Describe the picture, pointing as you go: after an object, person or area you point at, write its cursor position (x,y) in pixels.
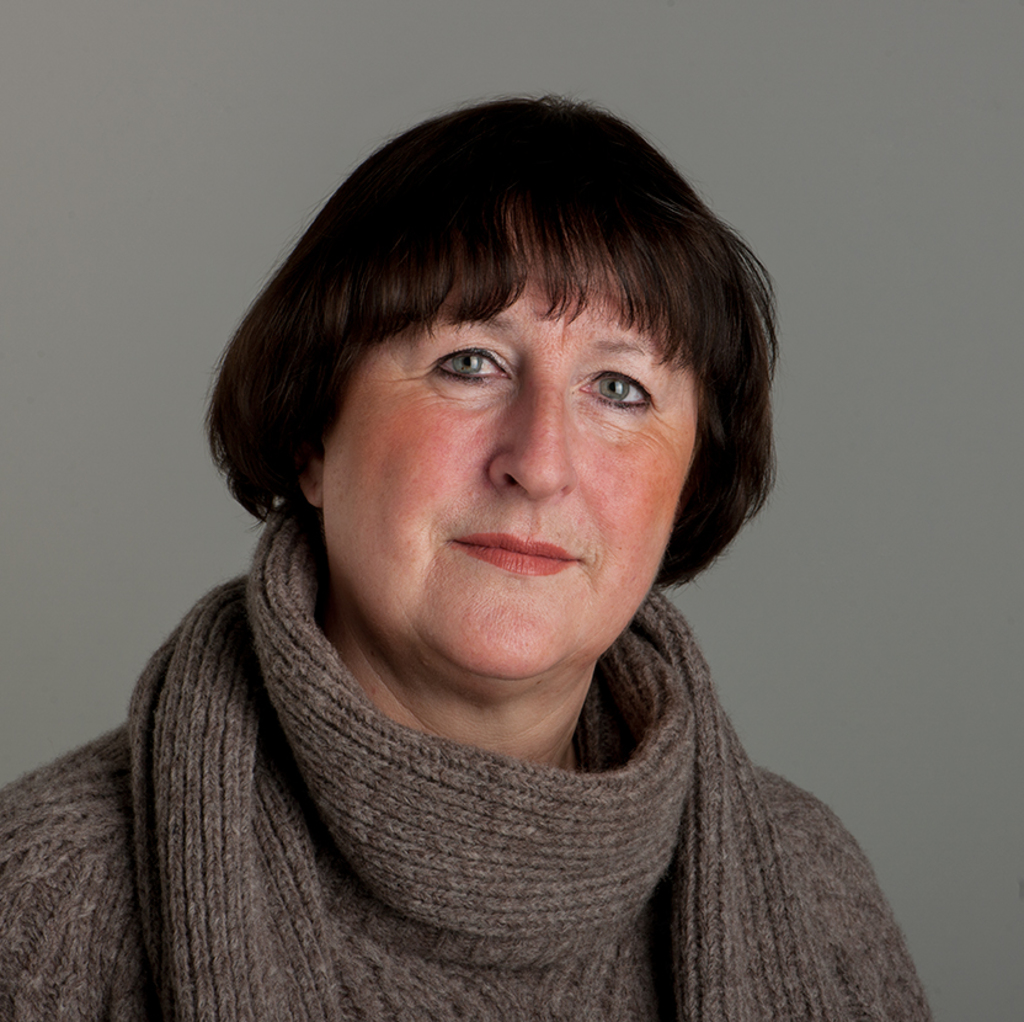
In this image I can see a person (589,743) is wearing brown color dress (417,817). Background (183,152) is in ash color.
